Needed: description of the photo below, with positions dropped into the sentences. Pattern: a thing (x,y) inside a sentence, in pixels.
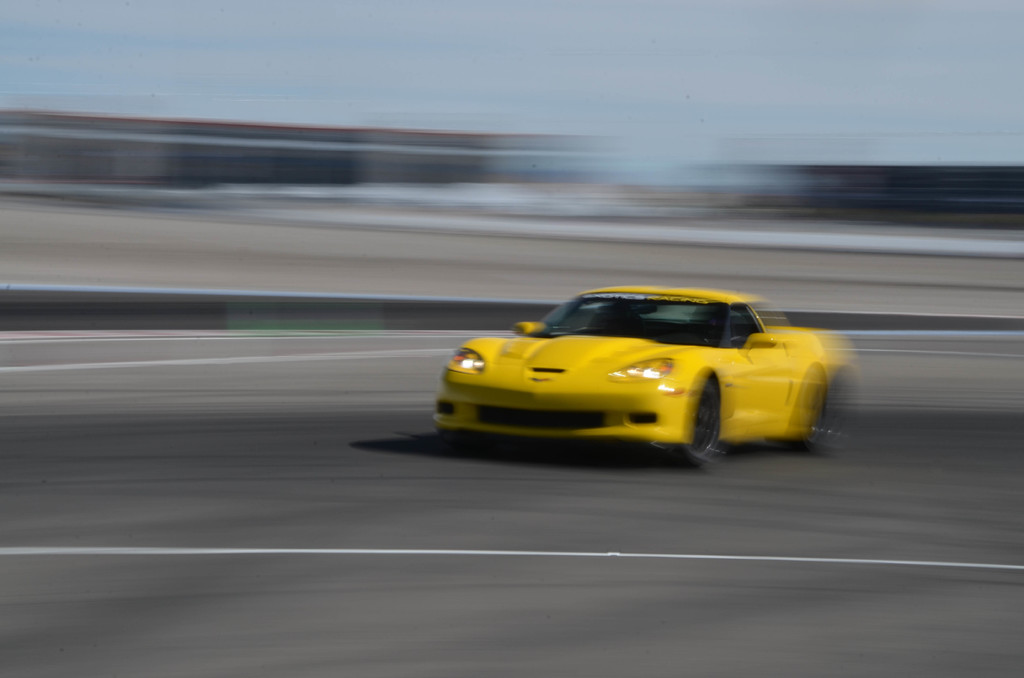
In this image, we can see a car (614,375) which is colored yellow. In the background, image is blurred.
